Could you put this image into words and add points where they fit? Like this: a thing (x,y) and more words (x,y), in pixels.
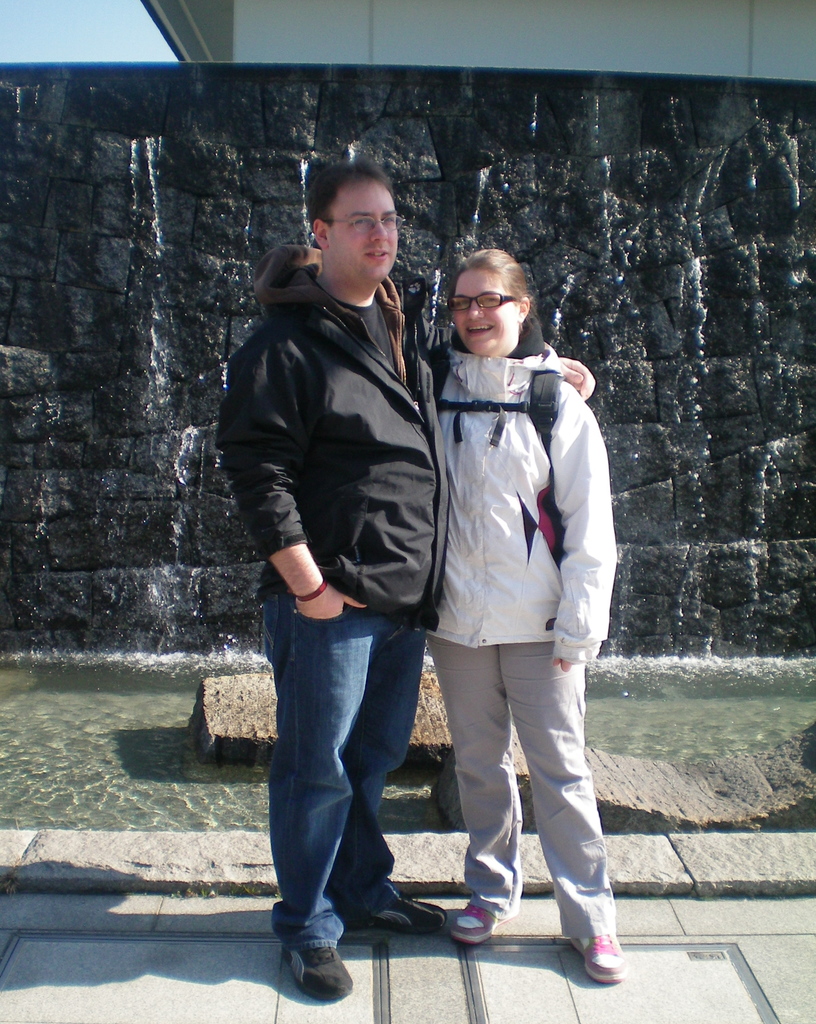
Here in this picture we can see a man (405,383) and a woman (454,427) standing over a place and both of them are wearing jackets (404,510) and the woman (494,496) is carrying a bag (547,435) and both of them are smiling and wearing spectacles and behind them we can see water (726,725) present over a place and we can also see rock stones (787,809) present in the water (3,744) and we can see a wall (447,223), through which water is falling and we can see the sky (103,27) is clear.
